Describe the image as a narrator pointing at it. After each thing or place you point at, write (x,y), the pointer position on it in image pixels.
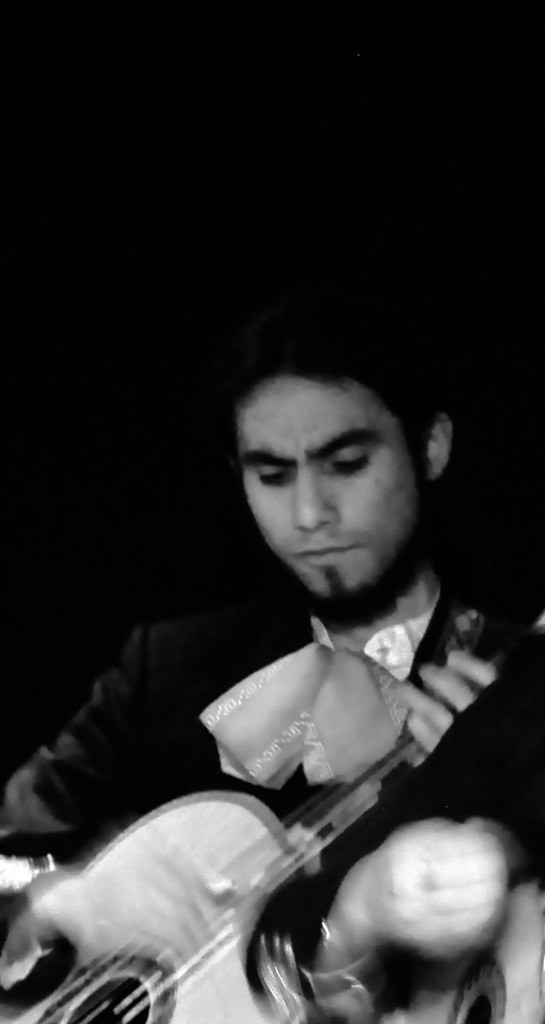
In the image there is a man (500,626) holding a musical instrument (218,879) on his hand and playing it.
